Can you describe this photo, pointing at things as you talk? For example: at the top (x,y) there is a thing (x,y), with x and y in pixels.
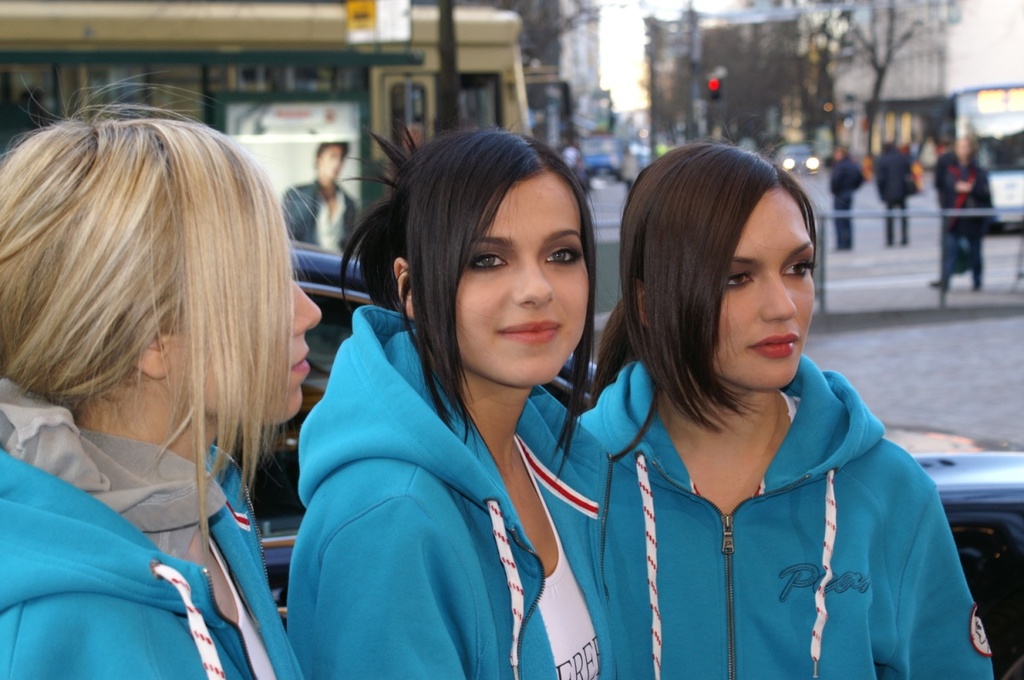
In this image I can see three persons (334,542) standing and they are wearing blue color jacket (906,503). Background (989,503) I can see a vehicle (959,503) in black color, few persons (948,253) walking on the road (931,249), a traffic signal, few buildings (658,69) and the sky (638,65) is in white color.
